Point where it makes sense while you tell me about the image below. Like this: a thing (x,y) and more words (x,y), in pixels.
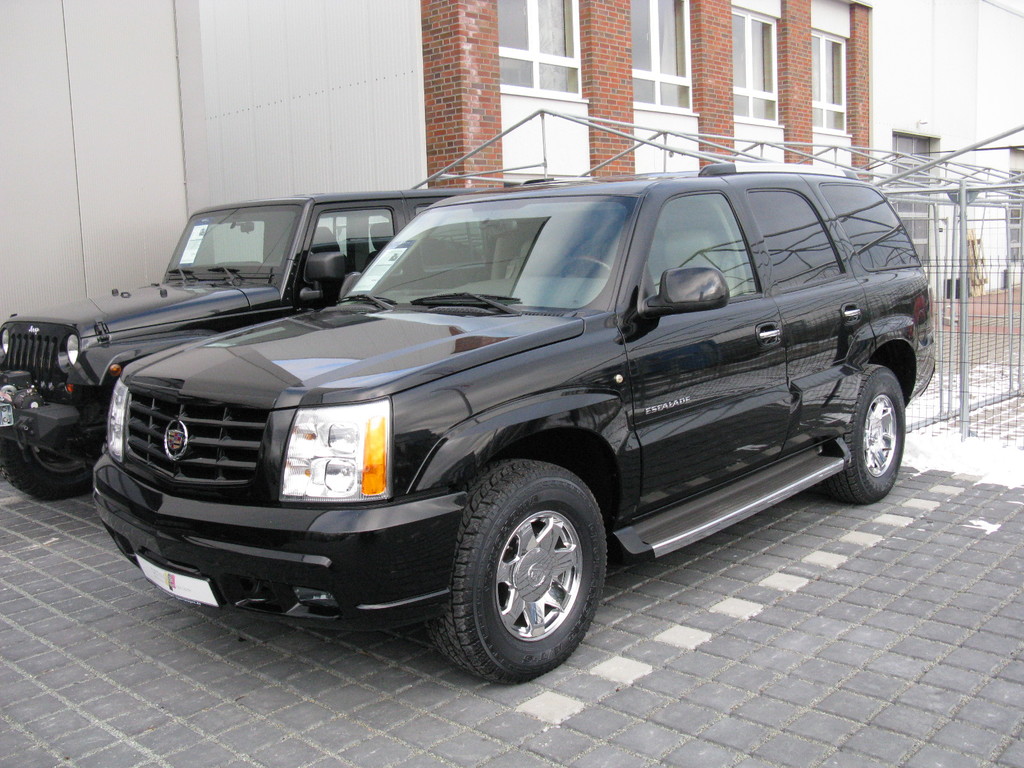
In the foreground of this picture (249,390), there are two black cars (314,467) on the ground (723,617). In the background (528,100), there is a building (941,107) and a construction (954,199) with rods (940,200).
